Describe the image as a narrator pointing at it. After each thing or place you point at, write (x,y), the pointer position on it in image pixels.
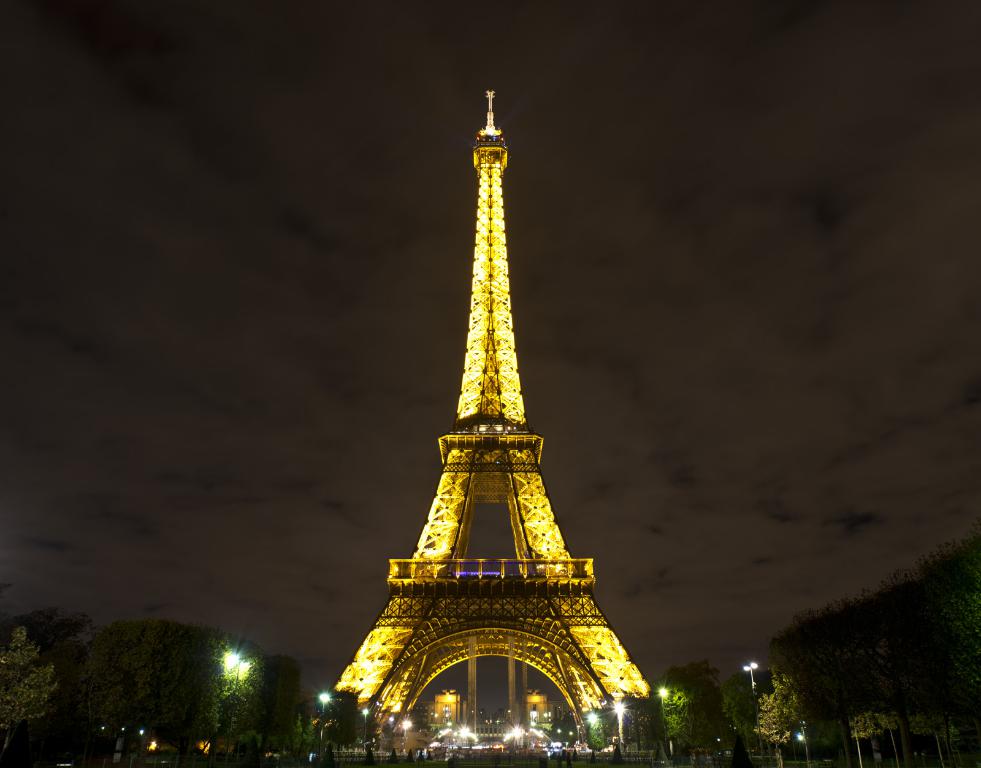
At the bottom of the image (266,668) there are trees (286,735) and poles (405,719) with lights (618,705). There is an eiffel tower (449,557). There is a sky (705,339) in the background (680,398).
